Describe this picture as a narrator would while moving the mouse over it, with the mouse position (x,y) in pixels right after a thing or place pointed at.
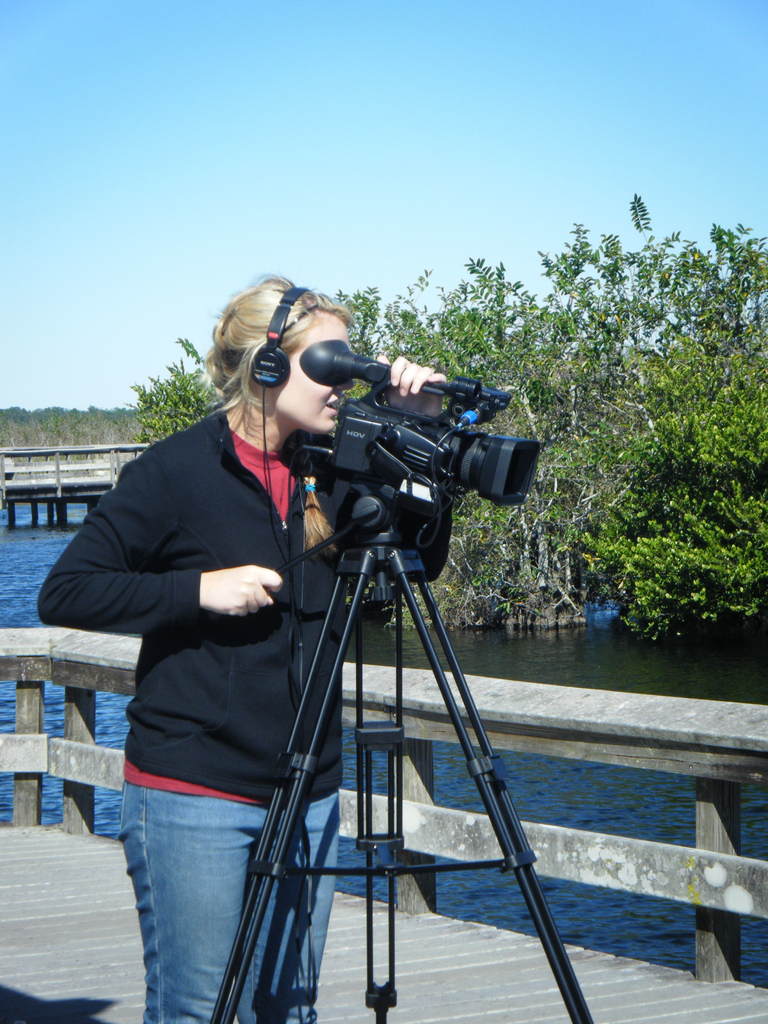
On the left (148,605) there is a woman (142,701) standing on the floor (532,1017) by holding a camera (381,424) with her hand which is on a tripod stand (402,837). In the background (19,563) we can see a platform (29,480), trees (641,455), water (19,563) and sky (246,170).
